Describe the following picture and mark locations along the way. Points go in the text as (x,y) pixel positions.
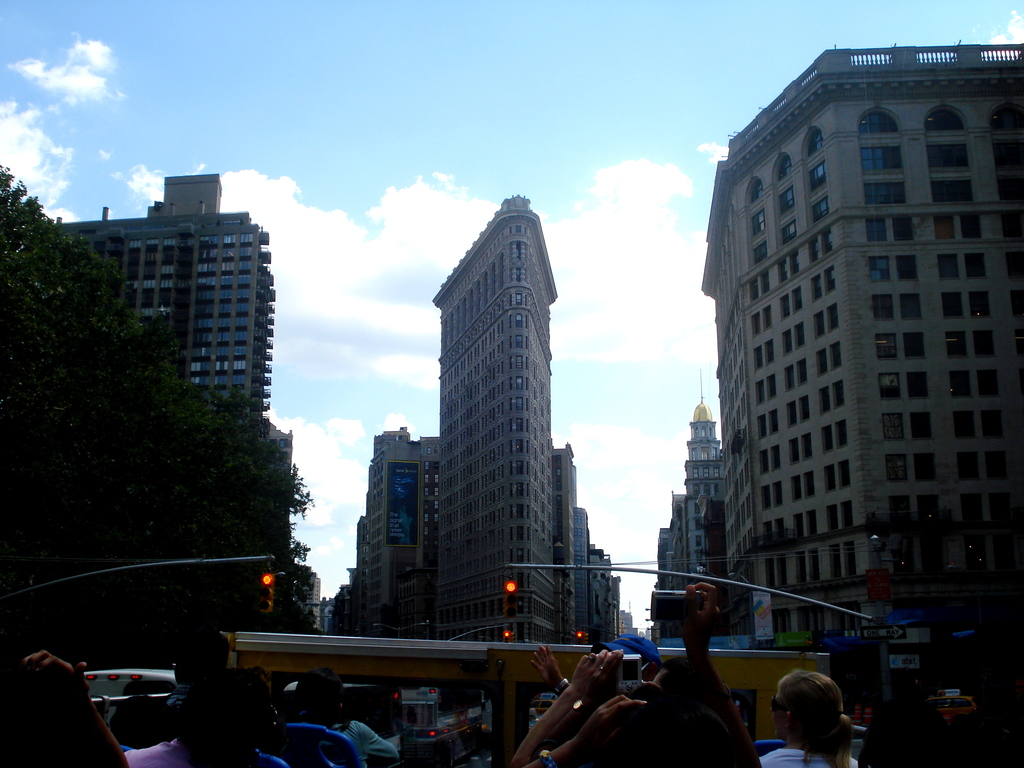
In this image I can see buildings (565,595). There are group of people (163,746), signal lights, trees (63,247) and in the background (281,145) there is sky (196,137).
